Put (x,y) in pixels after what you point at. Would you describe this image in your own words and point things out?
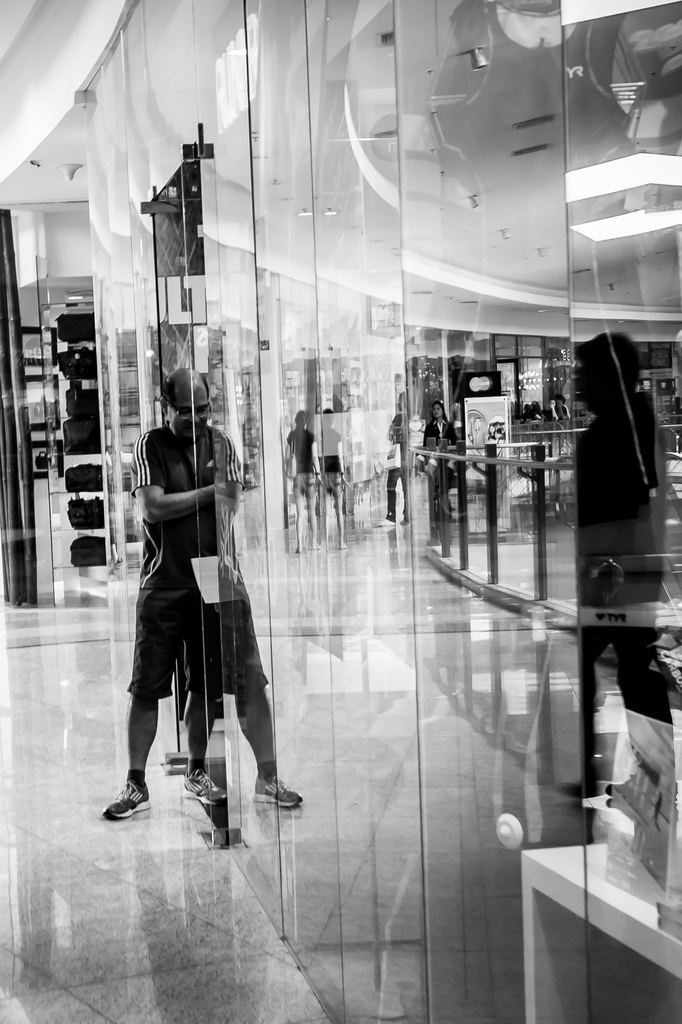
In this image we can see a person (166,435) is standing on the floor (96,781). Here we can see glasses (362,422), ceiling (513,160), lights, railing (559,572), bags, and other objects (623,773). Through the glasses (462,723) we can see few people (313,463).
